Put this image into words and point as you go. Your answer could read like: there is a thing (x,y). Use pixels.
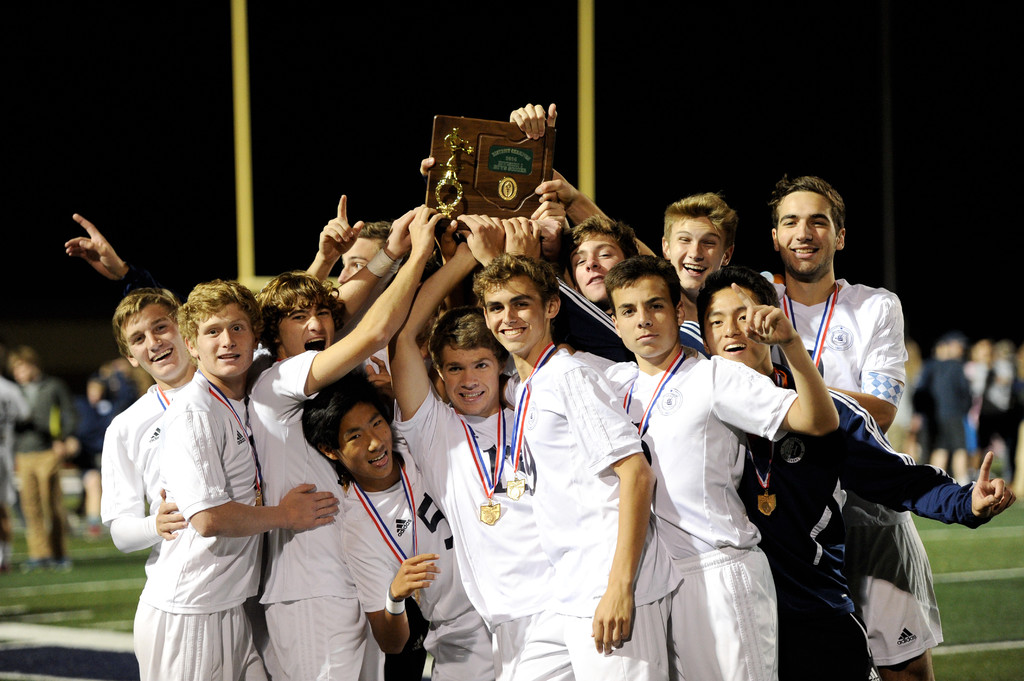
In this picture I can see there is a group of people (563,261) standing and they are wearing jersey (863,373) and holding an object (468,155). In the backdrop (77,420), there are a few more people (998,384) standing and the rest of the backdrop (725,50) is dark.
